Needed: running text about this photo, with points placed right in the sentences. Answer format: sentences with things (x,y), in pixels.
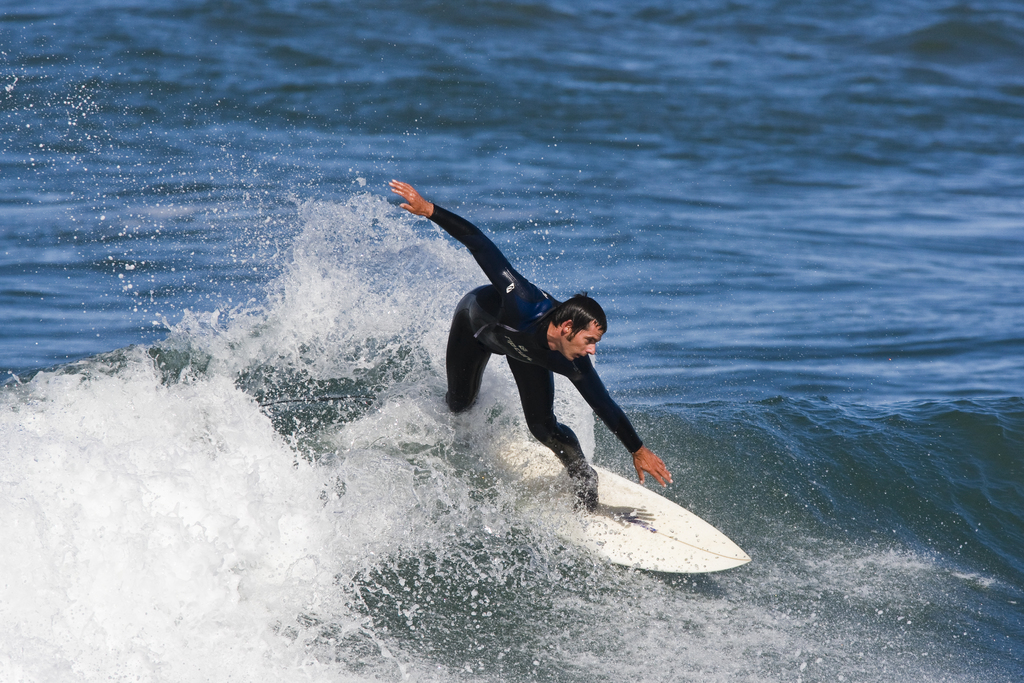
In this image, we can see a person (518,351) is surfing with surfboard (555,475) on the water (331,677).
